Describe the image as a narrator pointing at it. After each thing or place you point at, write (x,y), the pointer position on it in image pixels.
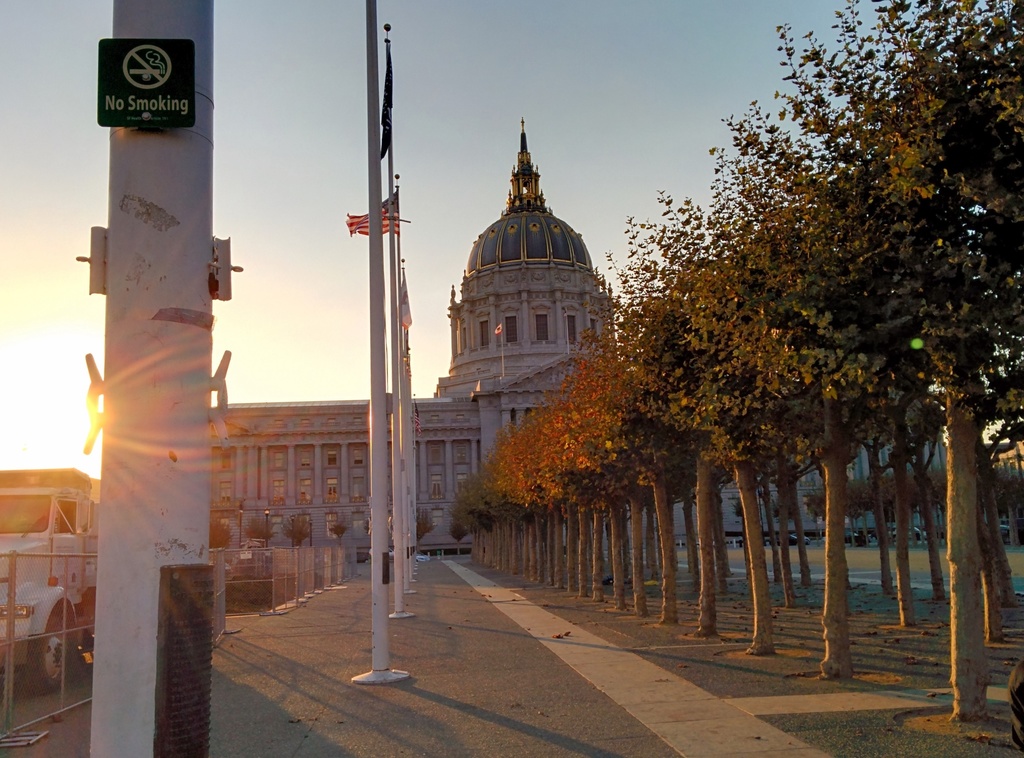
In the picture we can see some poles (411,593) and beside it, we can see some trees (561,508) and behind it, we can see the palace (438,502) and beside the poles (113,502) we can see a part of the truck (30,662), which is white in color and in the background (440,310) we can see the sky (51,416) with a sunshine (62,443).
